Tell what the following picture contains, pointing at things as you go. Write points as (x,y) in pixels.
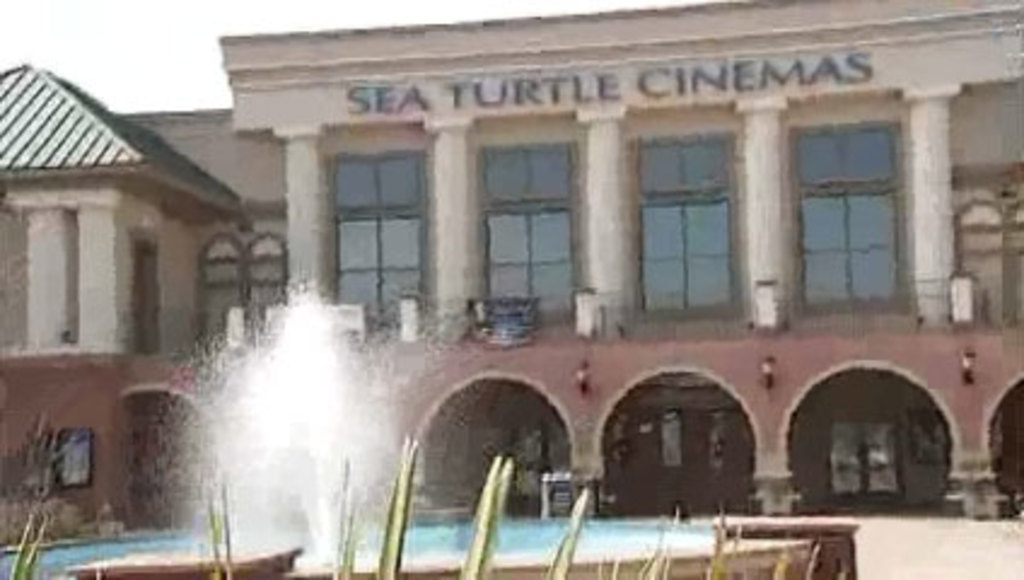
In this image, I can see a building (347,252) with the glass doors (566,209), pillars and a name board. At the bottom of the image (338,520), I can see a water fountain (328,459). I think these are the leaves (571,542).
